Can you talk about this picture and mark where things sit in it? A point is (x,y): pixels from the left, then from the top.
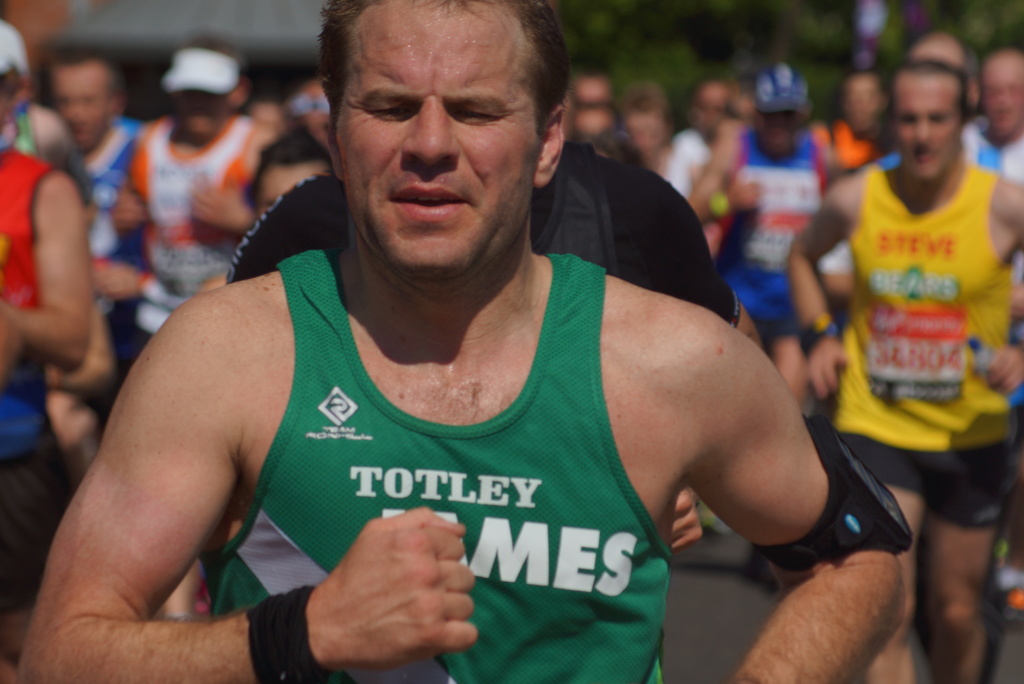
In this image we can see few people (593,250) running on the road (727,594) and a blurry background (773,53).
